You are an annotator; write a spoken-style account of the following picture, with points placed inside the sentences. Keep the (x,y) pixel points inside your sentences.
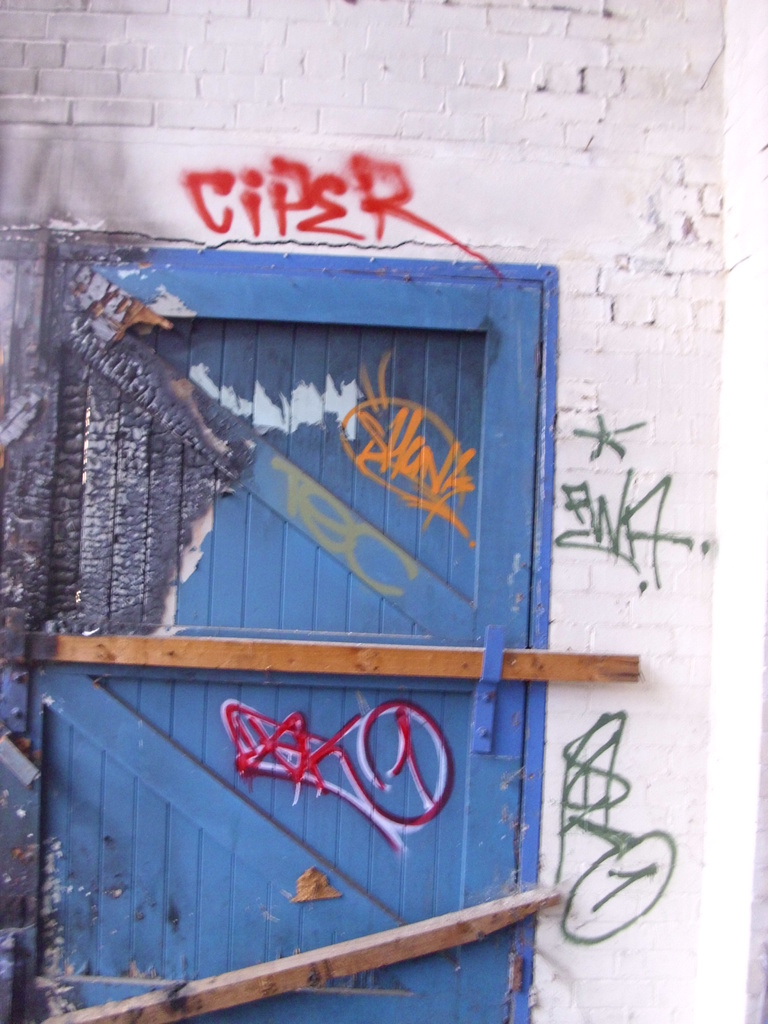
In this image we can see the door (286,921), wall (533,166) and also the graffiti (652,534) on the door (340,423) and also wall (179,152).
